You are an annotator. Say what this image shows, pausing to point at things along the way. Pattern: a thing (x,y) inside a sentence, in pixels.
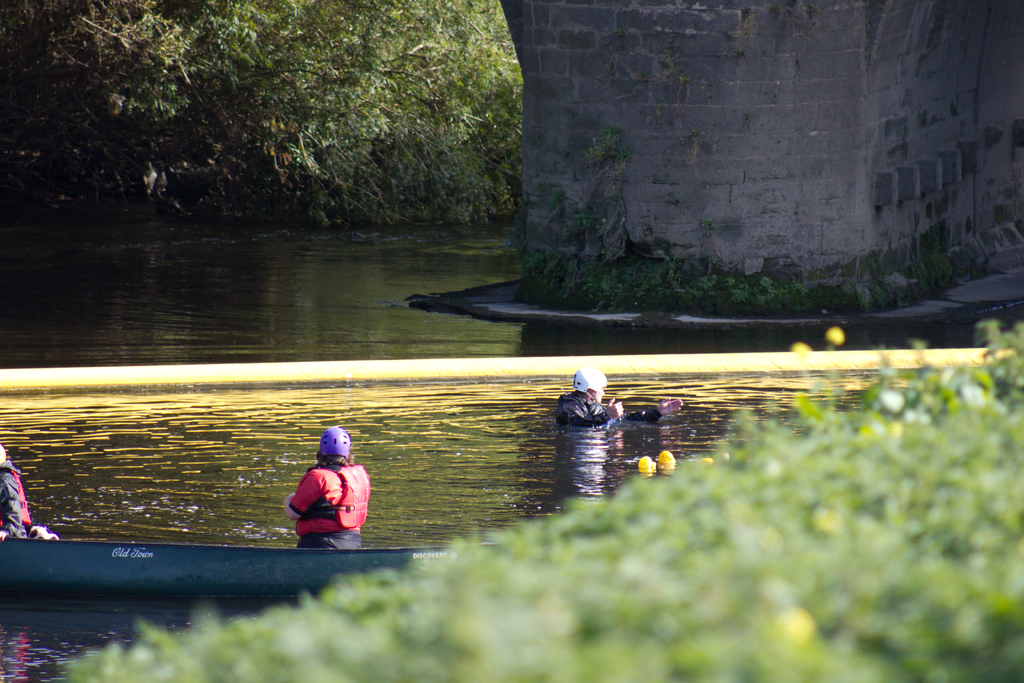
The foreground (951,497) is blurred. In the foreground (657,546) there is greenery (617,601). In the center of the picture (552,346) there is water (525,448), in the water (463,474) there are people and a boat (124,541). In the background (217,94) there are trees (450,122) and a construction (724,92).
